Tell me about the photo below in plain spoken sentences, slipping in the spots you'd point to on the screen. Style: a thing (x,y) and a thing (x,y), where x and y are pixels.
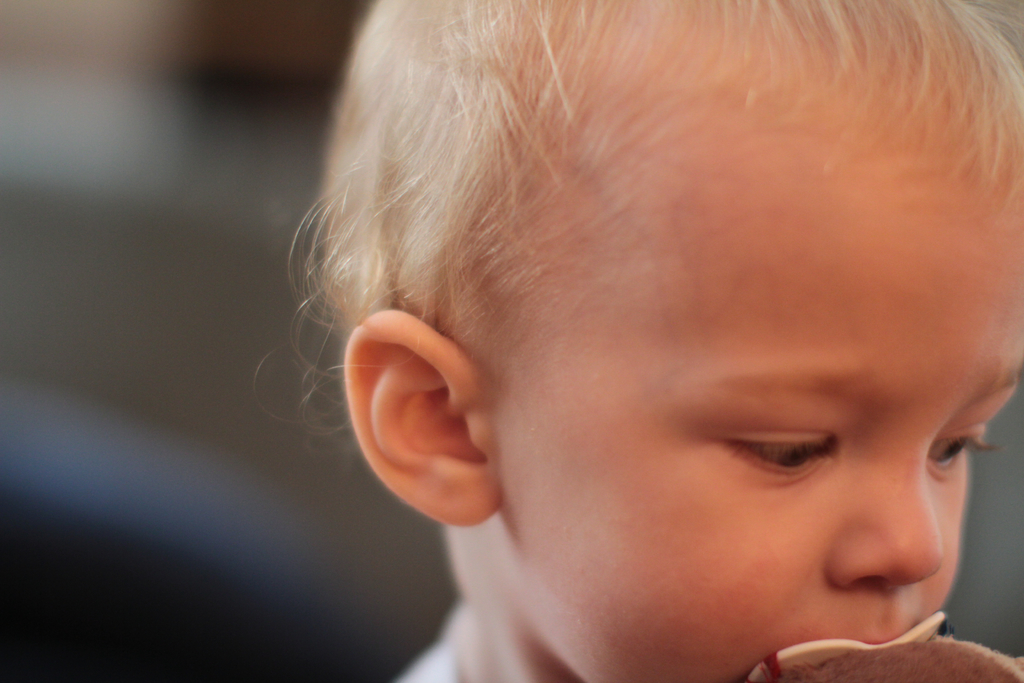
On the right of this picture (685,45) we can see a person (768,504) and some other objects (904,656). The background of the image (62,458) is blurry.
